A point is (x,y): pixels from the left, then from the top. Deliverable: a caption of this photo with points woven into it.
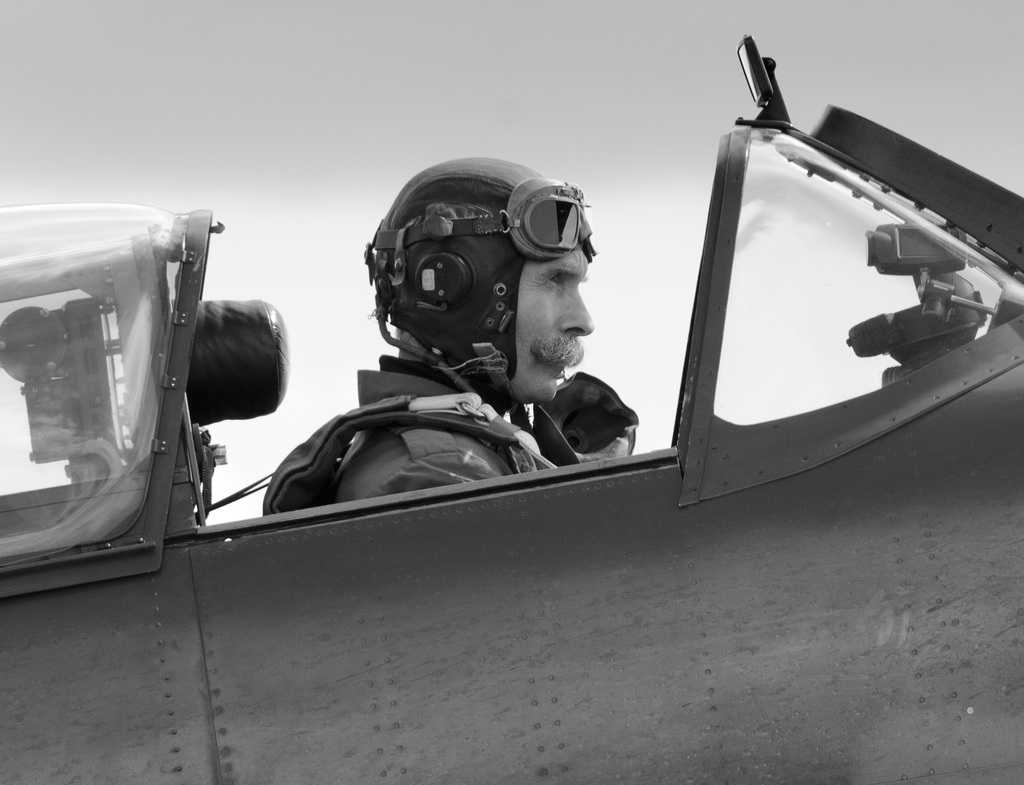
In this image I can see a person (513,455) sitting inside the vehicle (468,613). Person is wearing the helmet (434,265). The image is in black and white.
